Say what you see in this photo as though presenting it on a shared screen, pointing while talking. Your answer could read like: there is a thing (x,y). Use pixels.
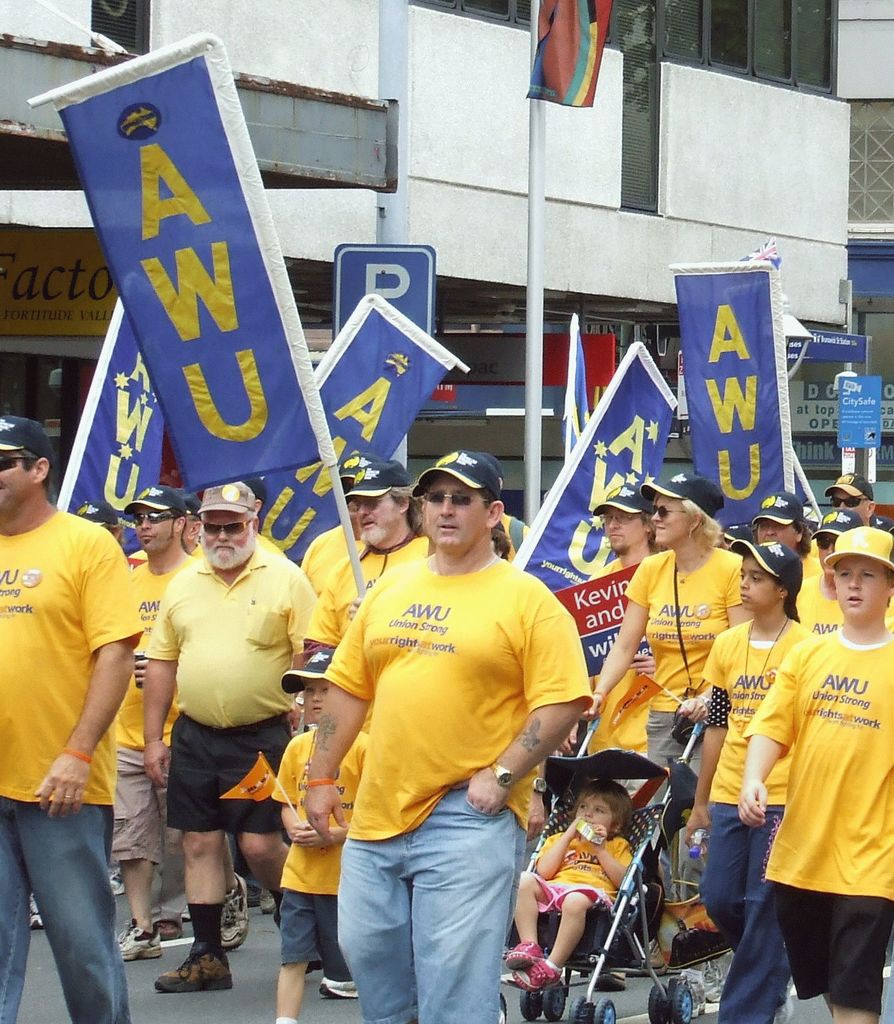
In this image there are group of people (487,690) who are wearing the yellow color t-shirt (408,760) are walking on the road (267,977) by holding the banners (213,107). In the background (553,201) there is a building (608,152). In front of the building (553,170) there is a pole (541,127) to which there is a flag (541,70). There is a woman (669,651) in the middle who is holding the cradle (649,858) and walking on the road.
